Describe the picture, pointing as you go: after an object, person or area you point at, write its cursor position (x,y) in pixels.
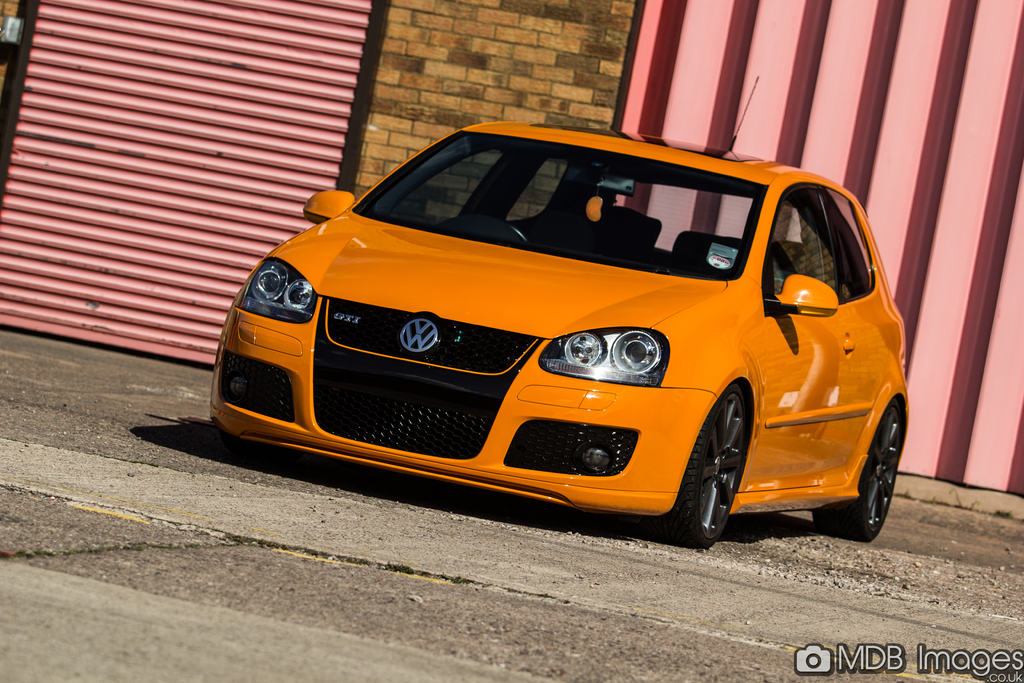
In this picture we can see a car (697,483). There is a shutter (172,76) and a wall (932,134) in the background (721,58).
